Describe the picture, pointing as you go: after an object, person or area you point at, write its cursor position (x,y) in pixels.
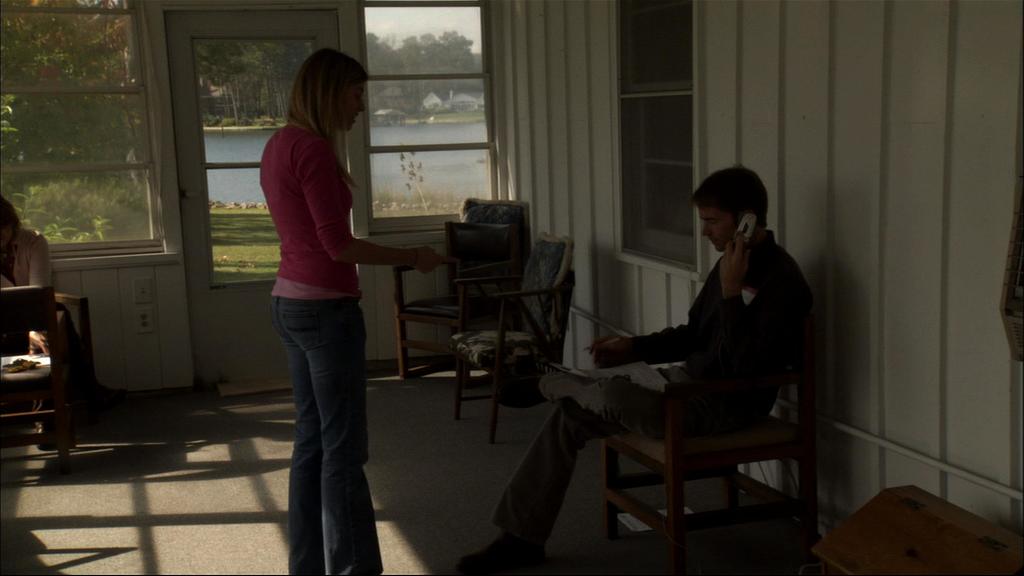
In this picture we can see one woman (320,333) is standing and speaking to the other person (640,410) who is sitting on the chair (695,440) and he is holding a phone (742,237) and left side (21,258) we can see one woman (28,270) is sitting on the chair (26,311) and she is near a table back side we can see a door (213,187) and window (82,87) outside there is some trees (80,144) and water lake (422,165).
